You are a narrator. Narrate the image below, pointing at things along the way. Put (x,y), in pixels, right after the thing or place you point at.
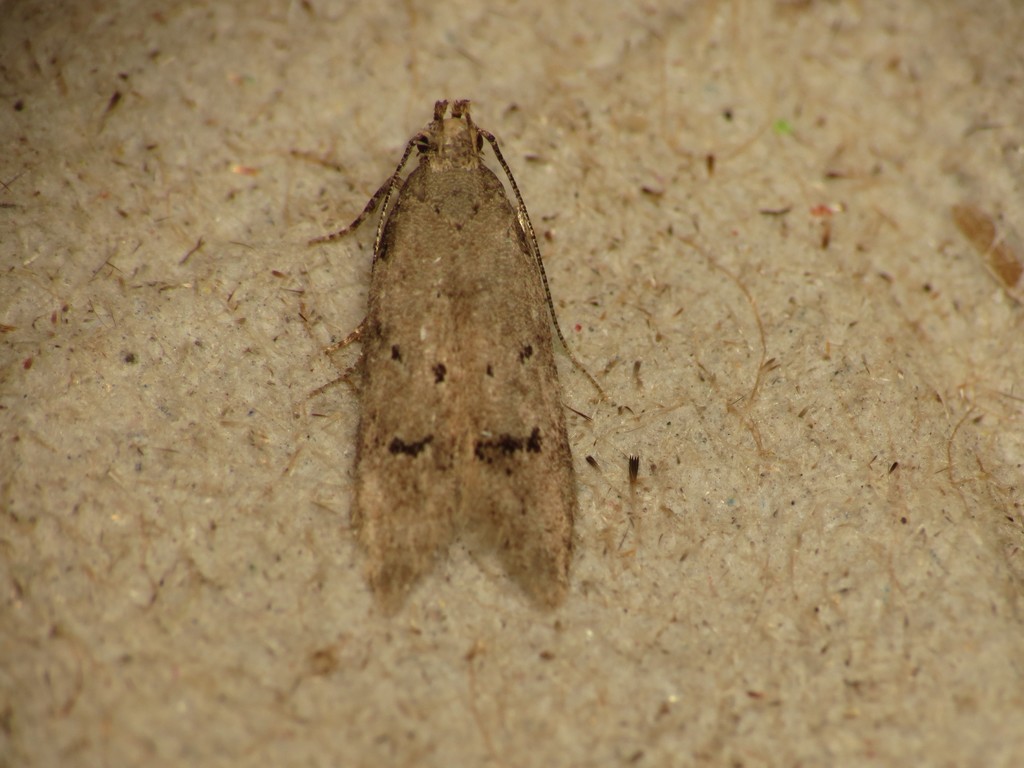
In this picture there is an insect (462,418) which is in the center (447,320).
